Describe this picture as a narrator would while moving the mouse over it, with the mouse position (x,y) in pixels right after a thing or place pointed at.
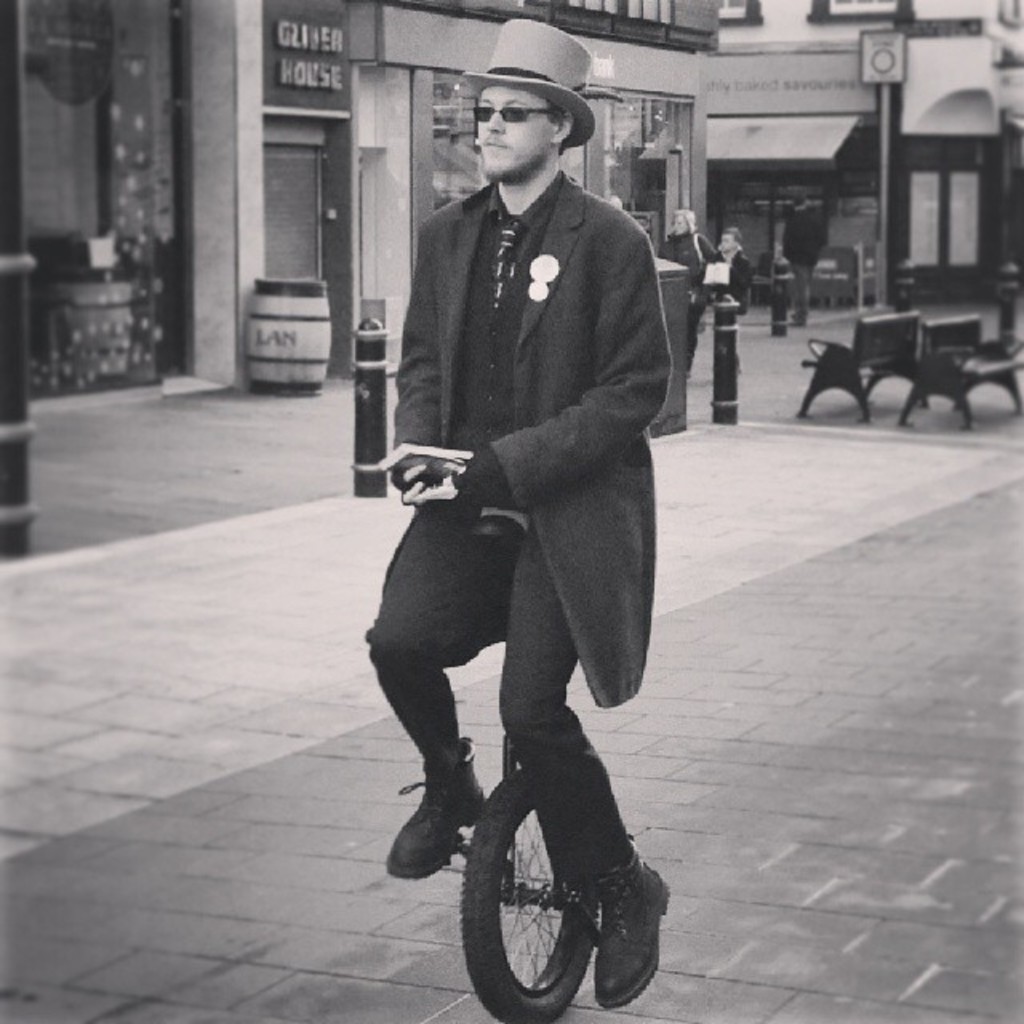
This picture is clicked in a street (43,771). The man (519,385) in black shirt (484,350) and black pant (473,556) is riding a vehicle (477,896) with single wheel (484,830). Behind him, we see two benches (859,396) and poles (731,357). Beside that, we see a building (381,74) and a house (310,83) with text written on it. Below that, we see a dustbin (270,320).
